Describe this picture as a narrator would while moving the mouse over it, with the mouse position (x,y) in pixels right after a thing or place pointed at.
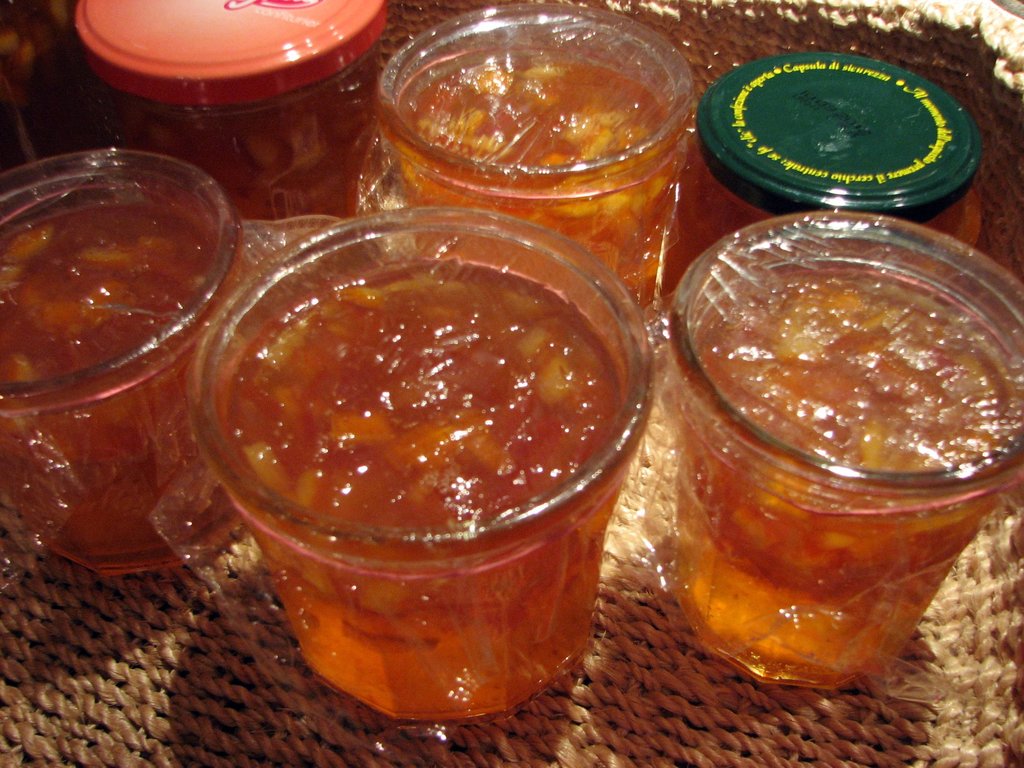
In this picture there are some brown color sweets (365,492) in the glasses (753,499) which is placed on the jute tray (681,747).
